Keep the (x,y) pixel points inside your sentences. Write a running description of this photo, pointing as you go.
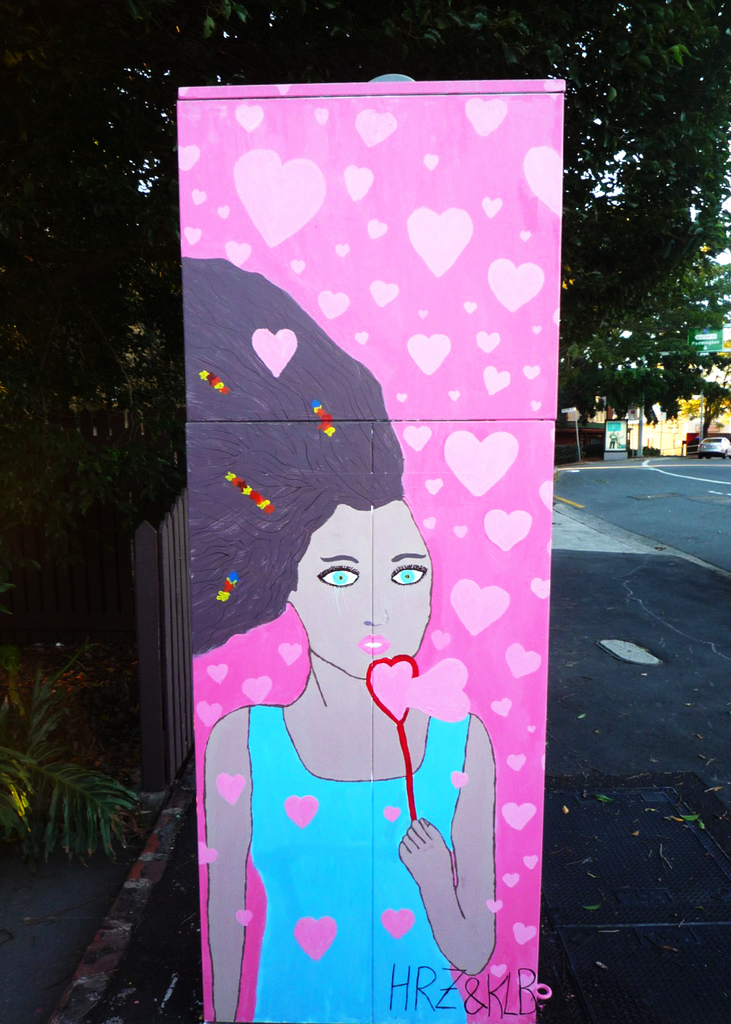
In this image there is a painting (459,317) on the box (464,329). In the painting (340,675) there is a girl (332,947) who is holding the stick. On the right side (678,543) there is a road (643,485). In the background (114,131) there is the tree (114,131). On the left side (150,566) there is a wooden fence (116,604).
